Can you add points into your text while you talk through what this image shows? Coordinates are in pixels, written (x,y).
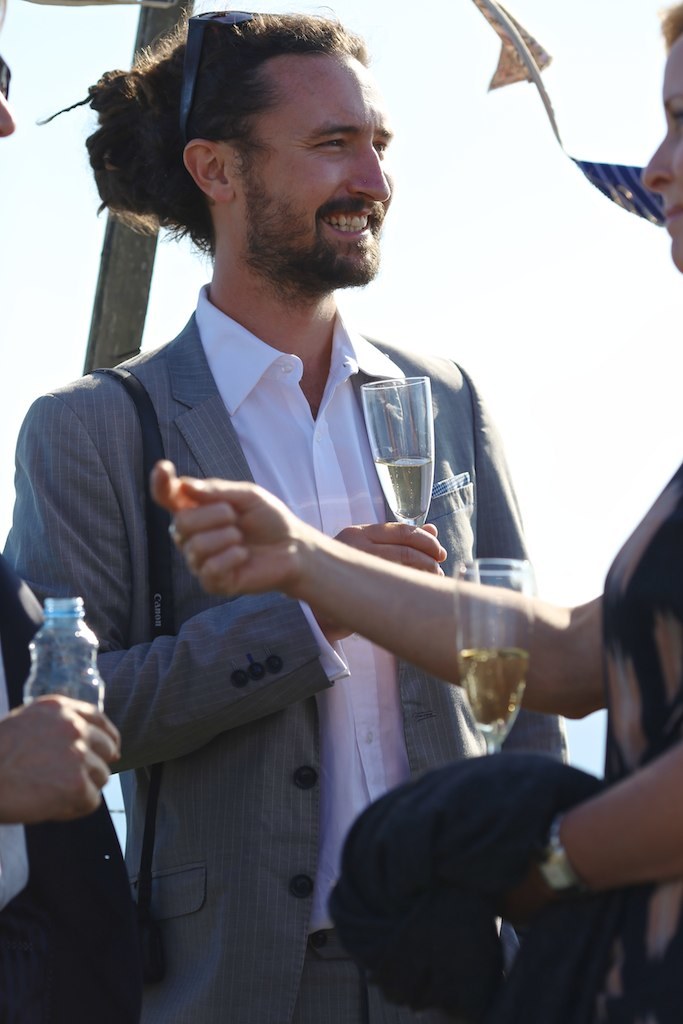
In the image we can see there is a man (262,78) who is standing and holding wine glass (386,464) in his hand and there are other people (656,715) who are standing and holding wine glass (493,672) in their hand (57,722).
